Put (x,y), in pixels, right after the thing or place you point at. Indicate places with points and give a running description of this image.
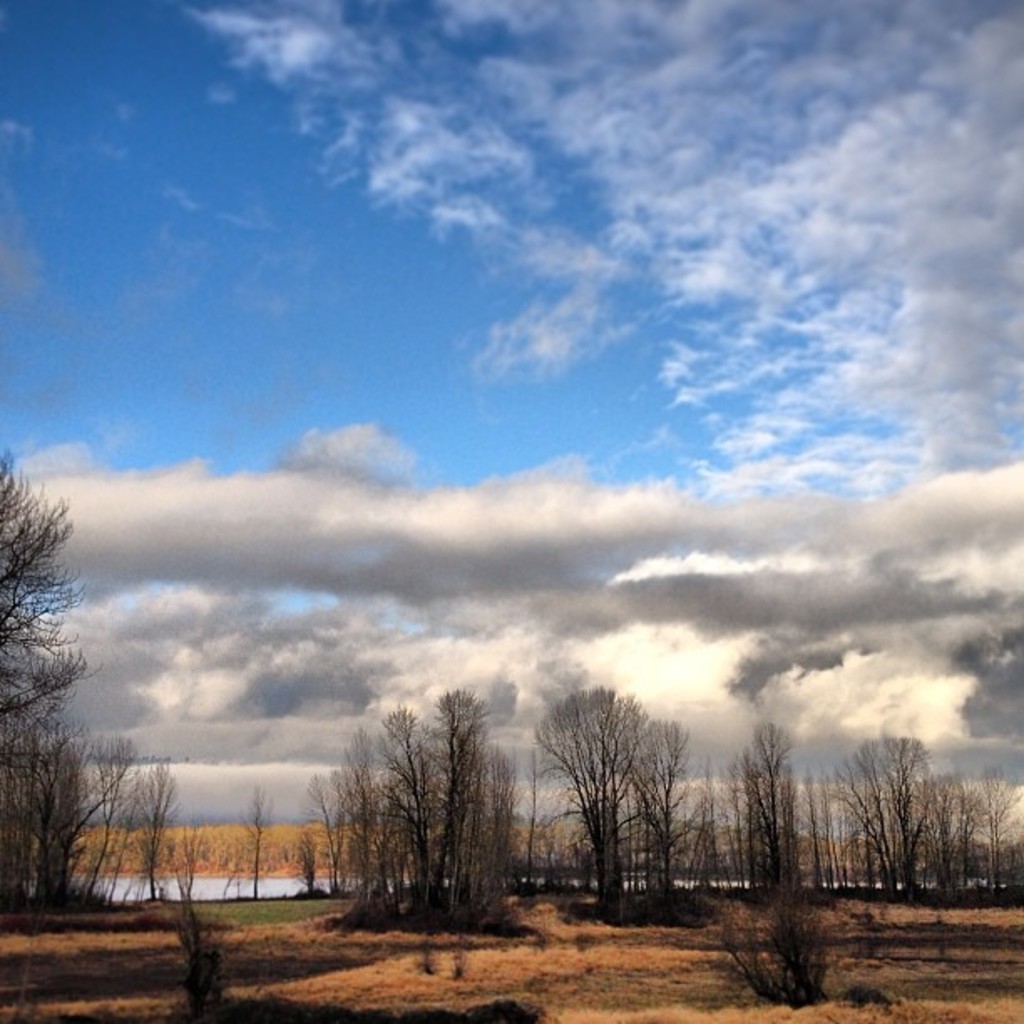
This is an outside view. At the bottom of the image (65,776) there are some trees (495,763). In the background (212,892) I can see the water (220,889). On the top of the image (429,232) I can see the sky (279,359) and clouds (519,510).
